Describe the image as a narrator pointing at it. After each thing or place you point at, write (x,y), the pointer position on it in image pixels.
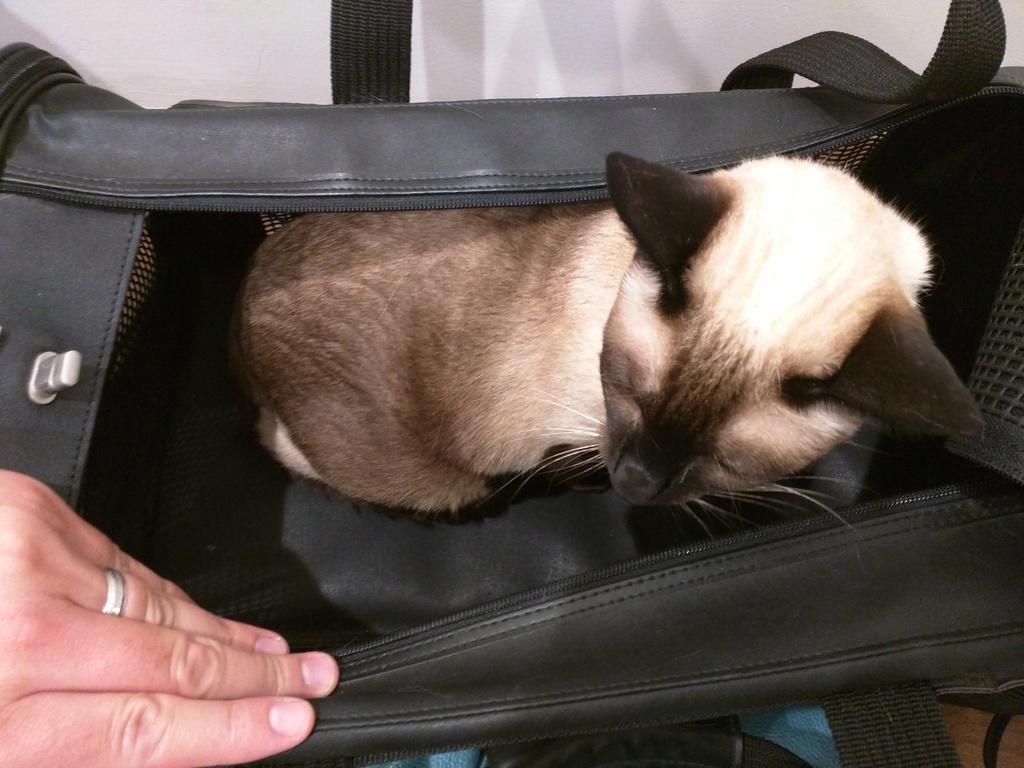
In this image, I can see a cat (477,447) in a bag (574,620). In the bottom left corner of the image (120,757), I can see a person's hand (191,633). There is a white background (205,64).
